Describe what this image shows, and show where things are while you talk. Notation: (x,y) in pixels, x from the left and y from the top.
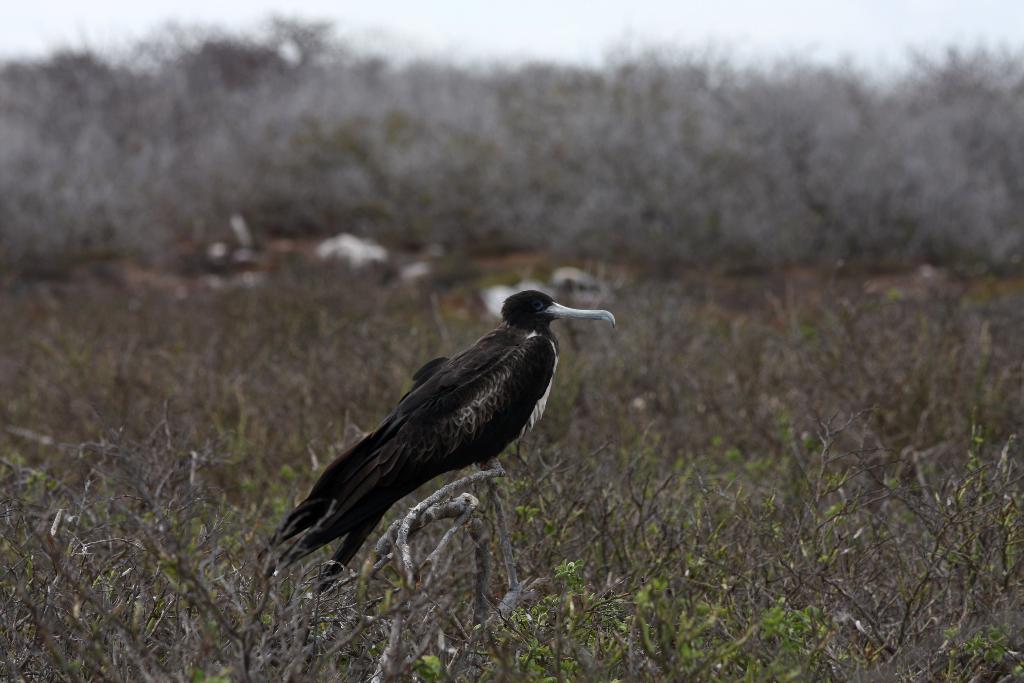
At the bottom of the picture (557,573), we see the plants (663,568). In the middle (461,395), we see the bird (502,414) which is black in color. It has a long beak (600,319). There are trees (488,180) in the background (668,128). At the top (488,42), we see the sky (484,44). This picture is blurred in the background (869,322).
